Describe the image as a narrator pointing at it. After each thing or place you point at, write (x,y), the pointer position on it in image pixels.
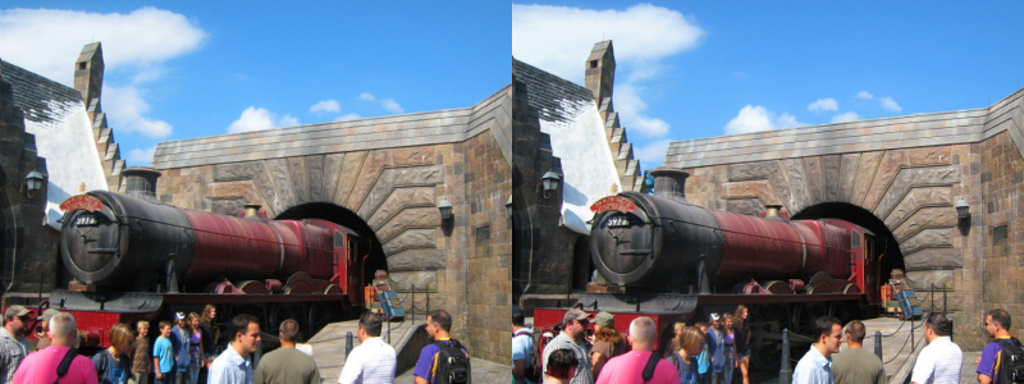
Here we can see collage of two pictures, in these pictures we can see some people (871,369) are standing in the front (519,376), we can see a train (677,256) and a tunnel (867,183) in the middle (675,241), there is the sky (417,47) at the top of the picture (547,53).
